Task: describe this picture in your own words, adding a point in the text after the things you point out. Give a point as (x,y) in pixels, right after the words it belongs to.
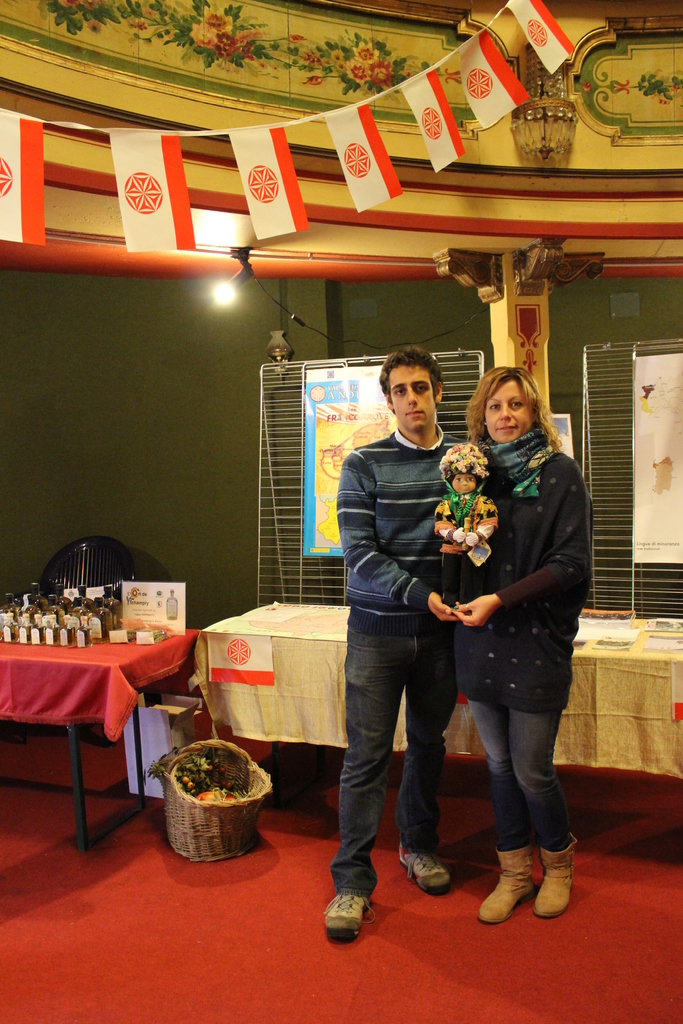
In this image we can see two persons (564,540) are standing, and holding a toy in the hands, at back (48,669) there is the table (15,672), and some objects (84,626) on it, there is the basket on the ground (45,740), at above there is the light (233,278), there is the wall (244,307).
